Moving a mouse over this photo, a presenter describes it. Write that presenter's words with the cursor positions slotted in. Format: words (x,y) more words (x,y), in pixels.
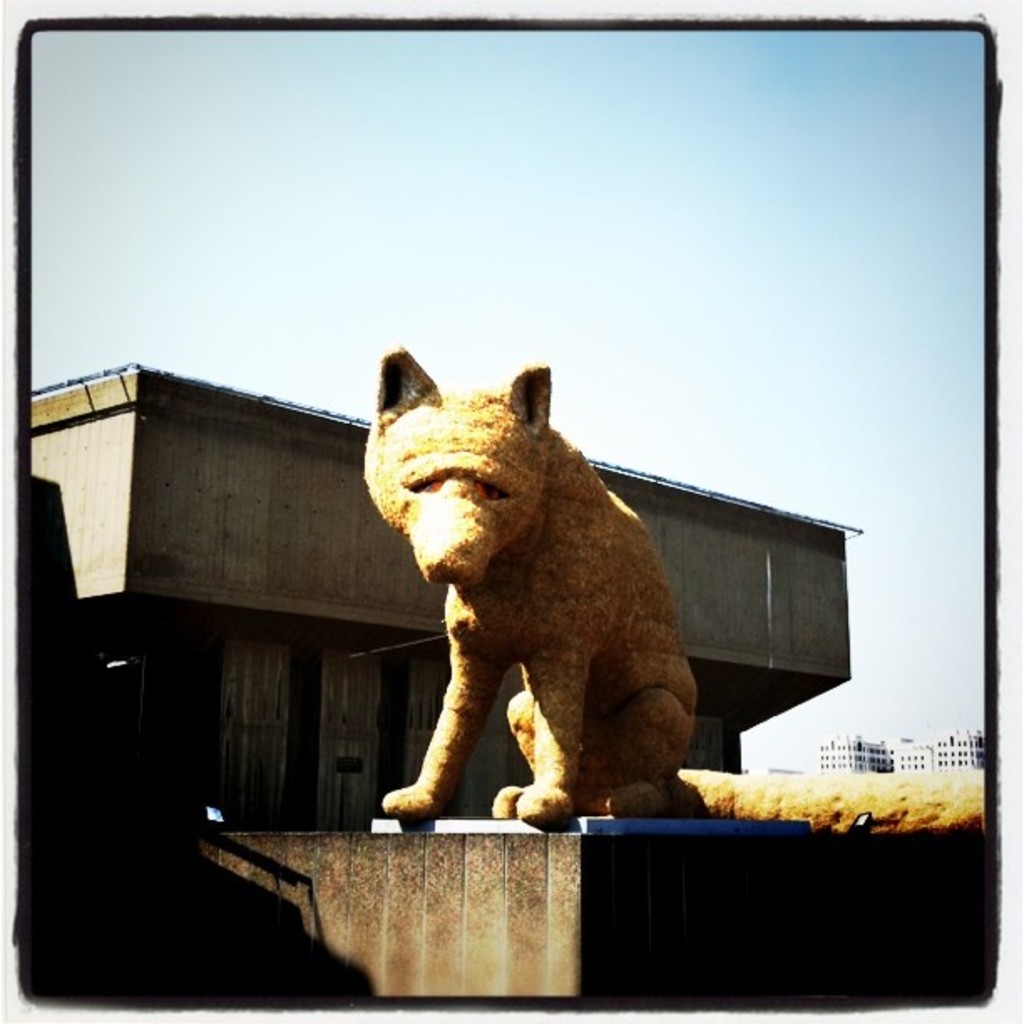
In this picture I can see a sculpture (619,545) of an animal (537,613) in front (628,593) and I can see it is on a building (702,906). In the background (215,308) I can see the sky (510,252) and few more buildings (846,757).
